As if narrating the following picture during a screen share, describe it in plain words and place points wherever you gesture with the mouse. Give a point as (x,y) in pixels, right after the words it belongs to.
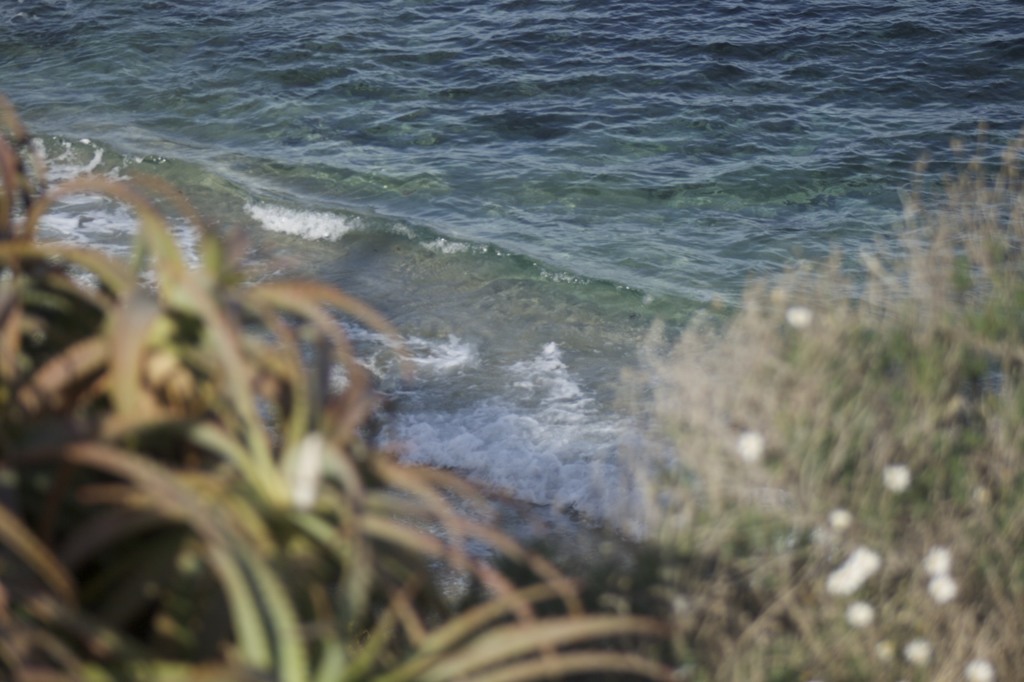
In this image we can see plants (302,501) and water (401,106).
